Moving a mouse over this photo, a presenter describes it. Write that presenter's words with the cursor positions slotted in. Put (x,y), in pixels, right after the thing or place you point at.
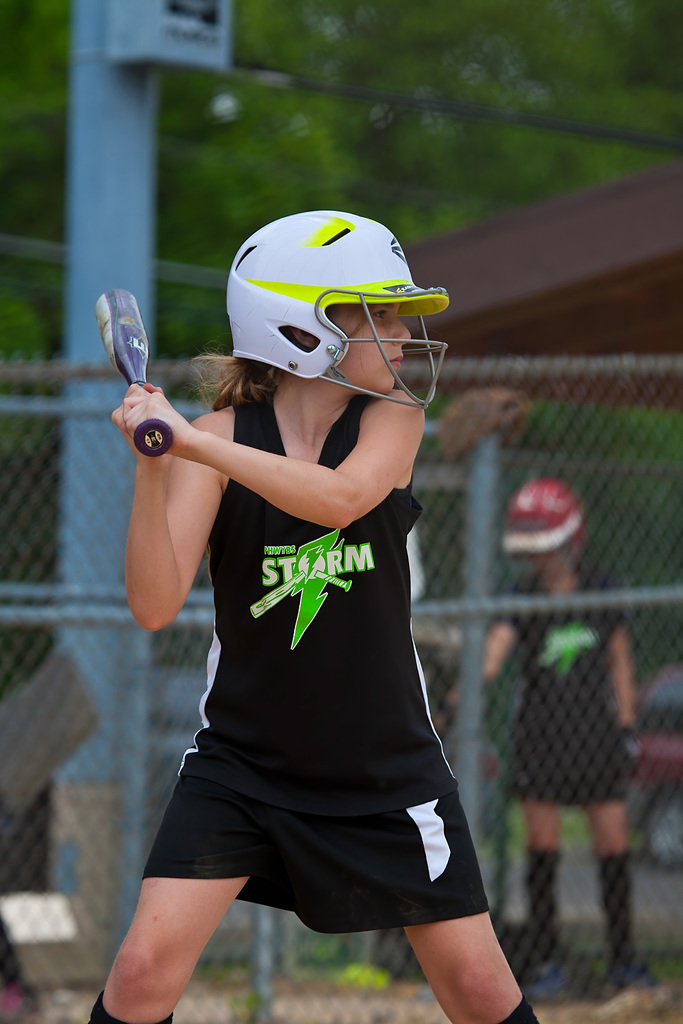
In this image we can see a person (269,531) wearing a black dress (229,543) and helmet (387,356) is holding a baseball bat (130,302). The background of the image (641,84) is slightly blurred, where we can see the fence (472,568), another person (539,575) standing, we can see the pole (108,119) and trees (403,178).
